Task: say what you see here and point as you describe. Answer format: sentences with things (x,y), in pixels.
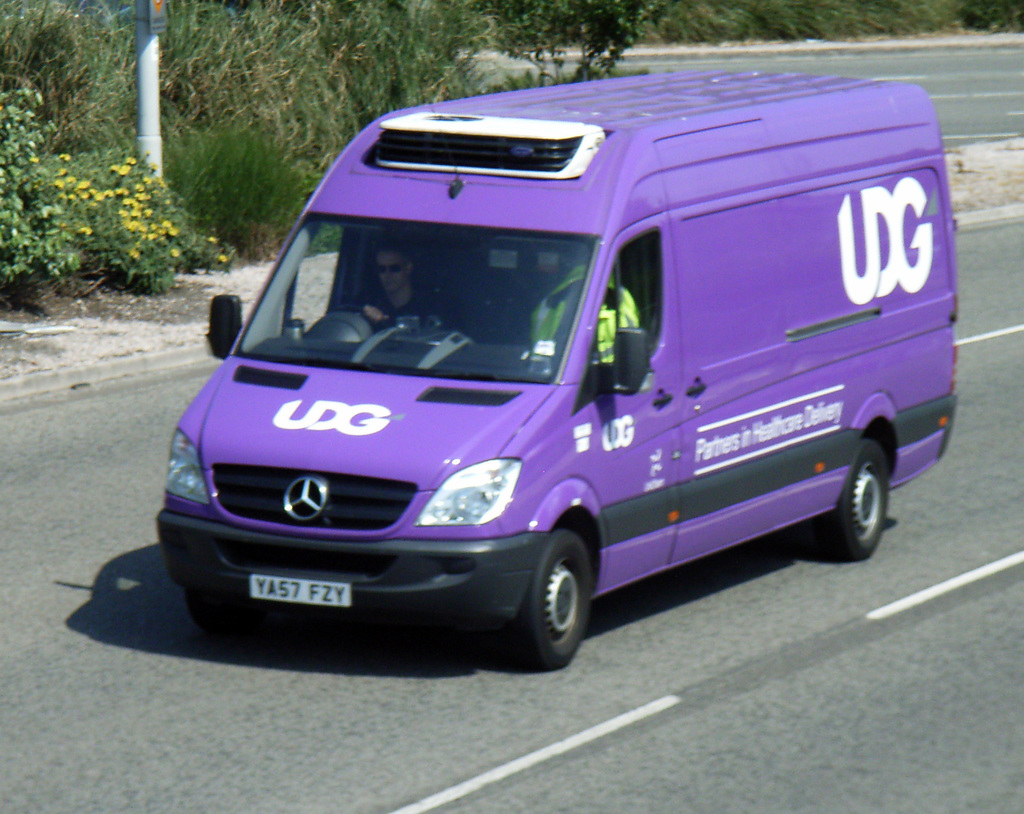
There is a violet color vehicle (689,212), in which, there are two persons (383,272) sitting. In the background (147,282), there are plants (125,176) having flowers (151,188), there are trees (597,17), there is road (990,72), near divider (1012,167) and there are plants (313,52).
